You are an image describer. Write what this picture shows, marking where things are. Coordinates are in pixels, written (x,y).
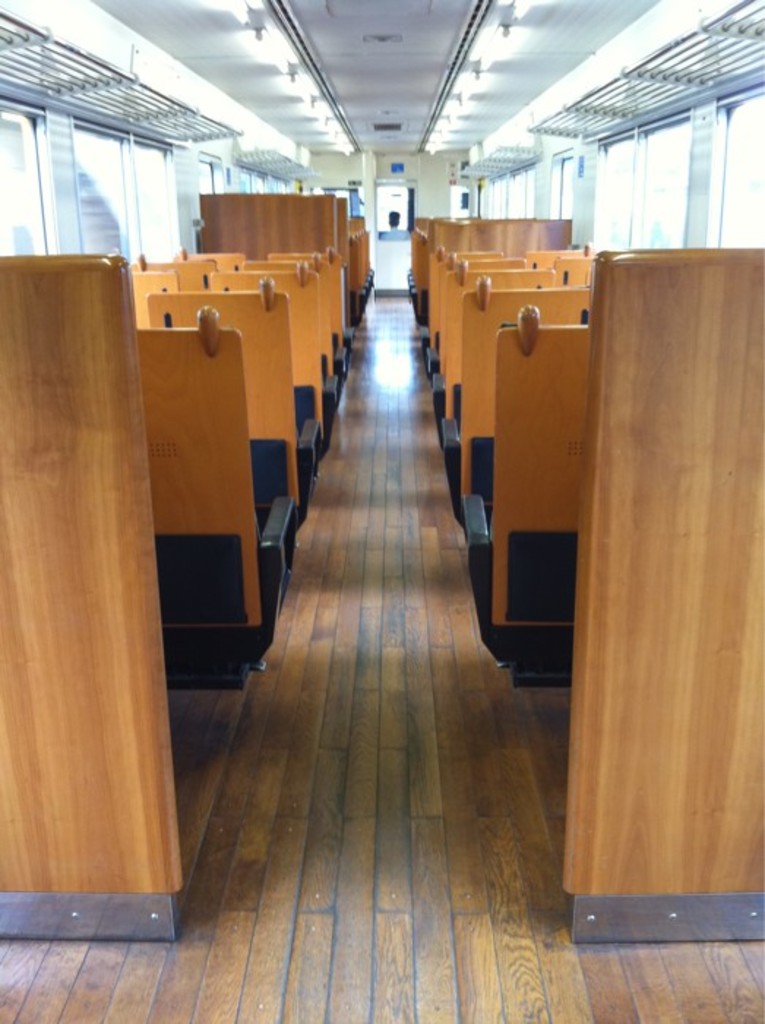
In this image, we can see some cabins (164,476) and we can see some brown color boards (220,430).
